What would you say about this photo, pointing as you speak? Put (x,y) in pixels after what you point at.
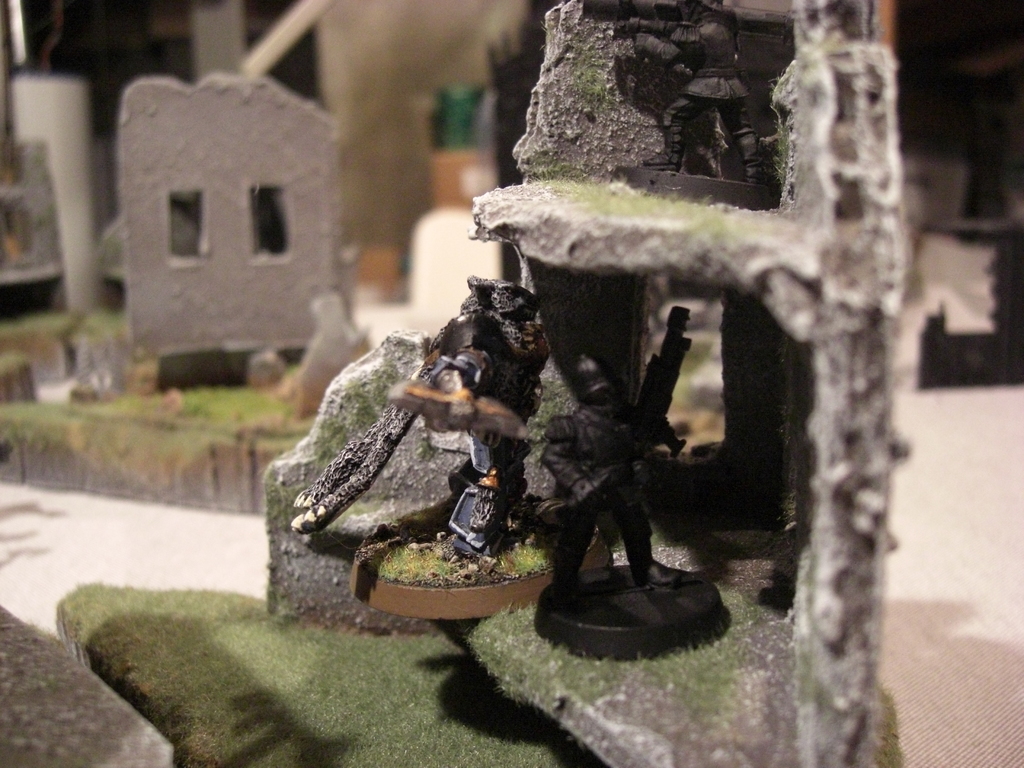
In this image, on the right side (858,587), we can see a shelf (636,203), on the shelf (703,491), we can see a sculpture (517,391). In the background (270,226), we can see some sculpture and a wall (300,163).
